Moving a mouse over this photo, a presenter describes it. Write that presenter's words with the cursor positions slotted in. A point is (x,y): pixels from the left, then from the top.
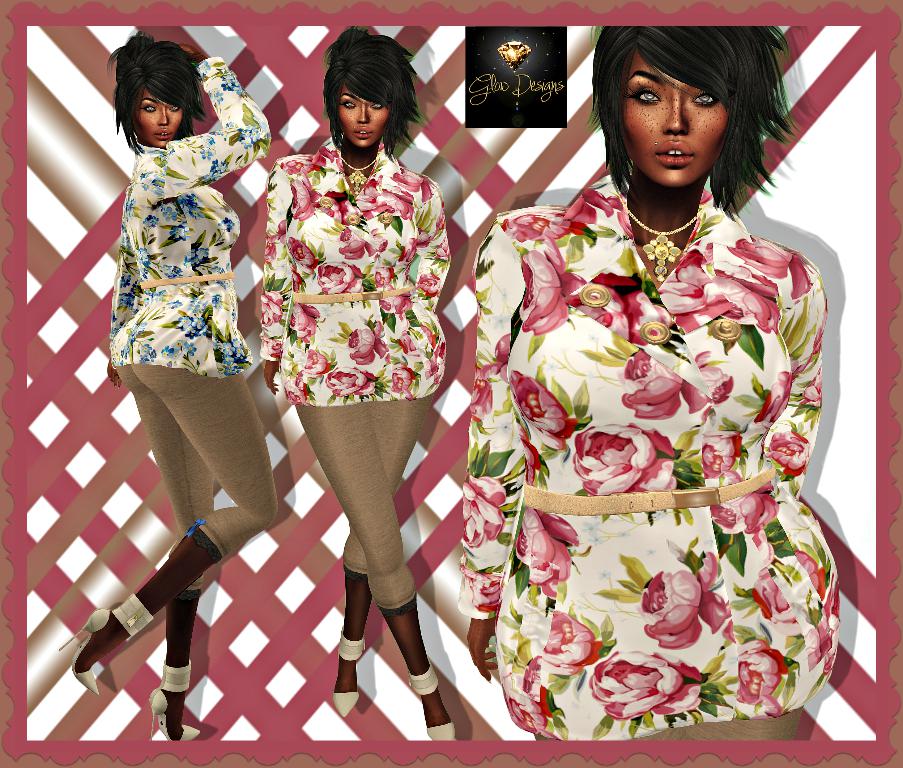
In this image we can see the animated picture of a woman (552,453).
